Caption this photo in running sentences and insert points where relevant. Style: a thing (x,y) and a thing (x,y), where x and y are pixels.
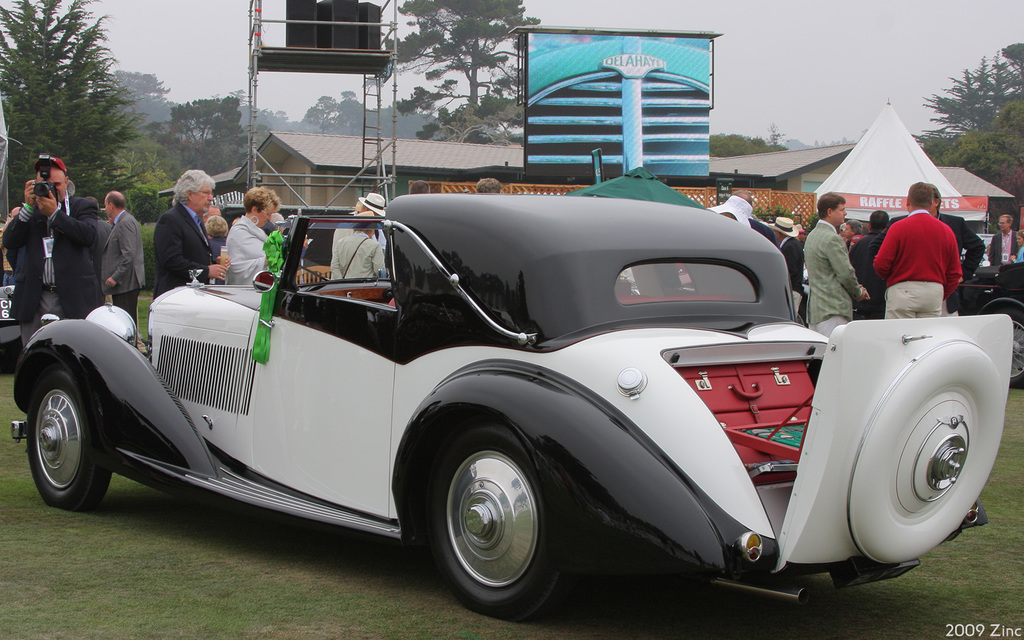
In the image in the center (411,314) we can see one car (459,392). And we can see few people (842,265) were standing. On the left side of the image (89,284), we can see one person (57,223) standing and holding camera (42,179). On the right side (982,623) bottom, there is a watermark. In the background (618,50) we can see the sky (876,23), clouds (873,9), trees (25,97), poles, buildings (258,162), banners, roof (323,151), wall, tent (892,179), fence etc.
